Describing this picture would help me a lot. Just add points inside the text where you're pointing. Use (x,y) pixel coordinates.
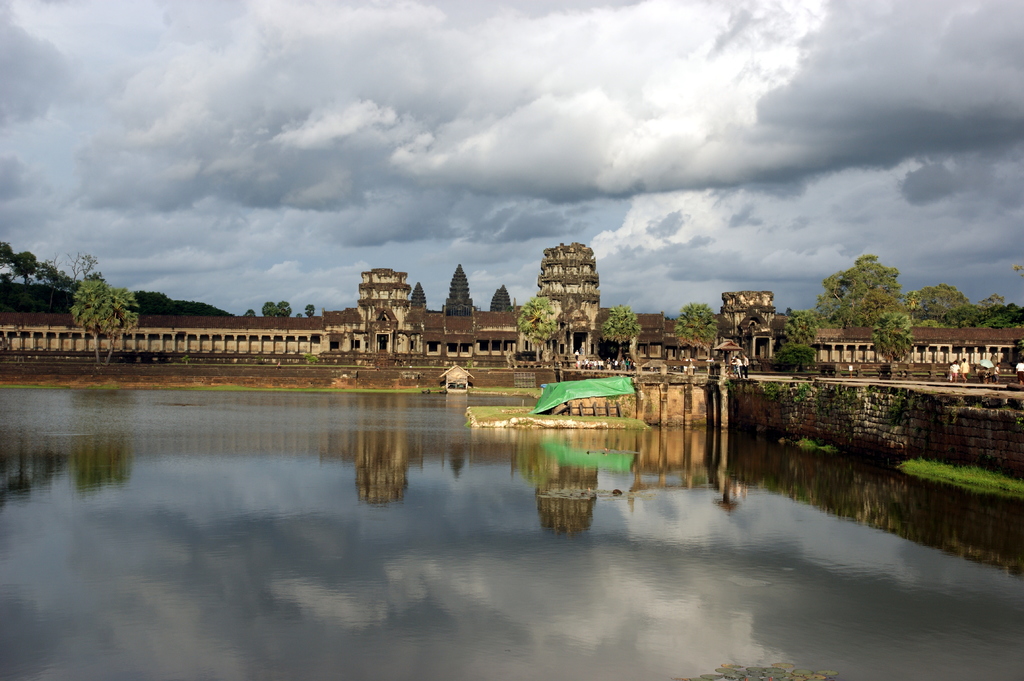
In this picture I can see water (797,521), there are group of people (998,367), there are buildings (359,348), there are trees (793,344), and in the background (491,136) there is the sky (468,142).
